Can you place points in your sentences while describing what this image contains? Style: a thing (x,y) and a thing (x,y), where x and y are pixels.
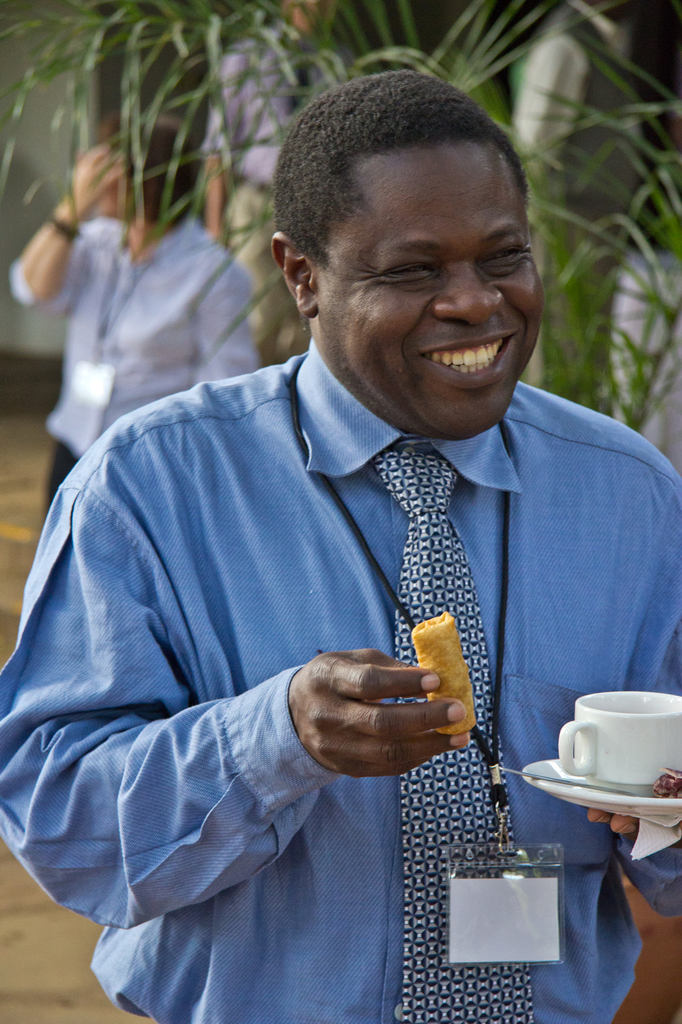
In this image I can see a man (457,496) is standing and holding a cup (591,727), a plate (581,801) and a biscuit (443,680). I can also see a smile (504,332) on his face (462,349). In the background (266,108) I can see a tree (185,57) and few more people (109,318).
